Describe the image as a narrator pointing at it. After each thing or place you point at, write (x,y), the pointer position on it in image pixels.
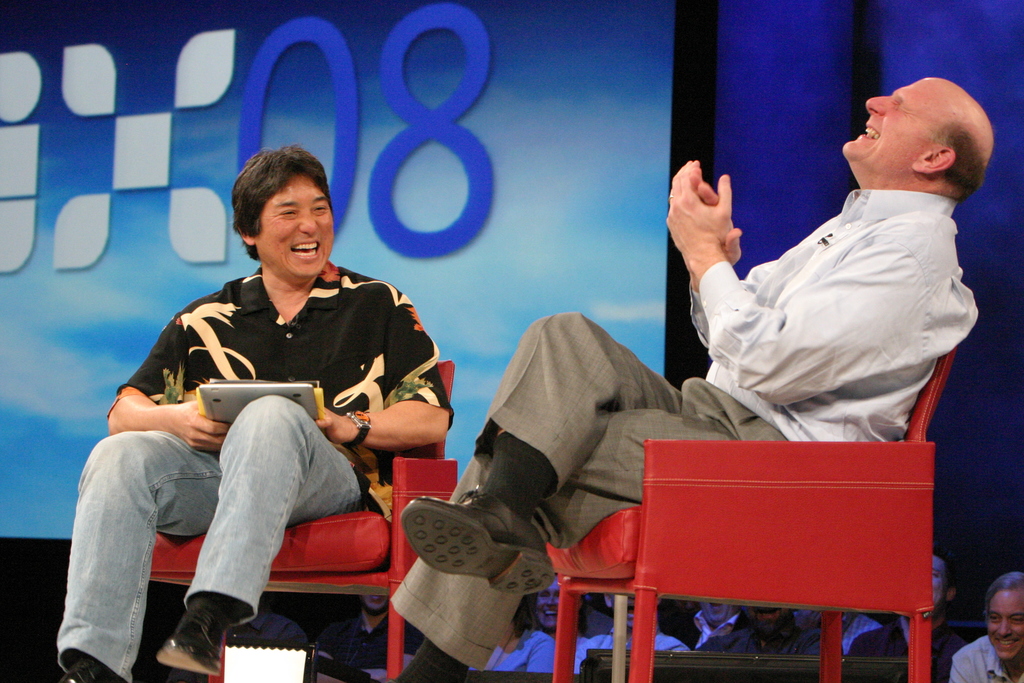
In this picture there are two men (314,159) sitting on a chair (420,449). The left side man (295,310) is holding a tablet (248,398) in his hands (203,419). The right side guy (705,303) who is laughing loudly. In the background (427,109) there is a screen (399,113) which displays 08. There are few people (279,624) in the background (366,613) who are sitting on the floor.
